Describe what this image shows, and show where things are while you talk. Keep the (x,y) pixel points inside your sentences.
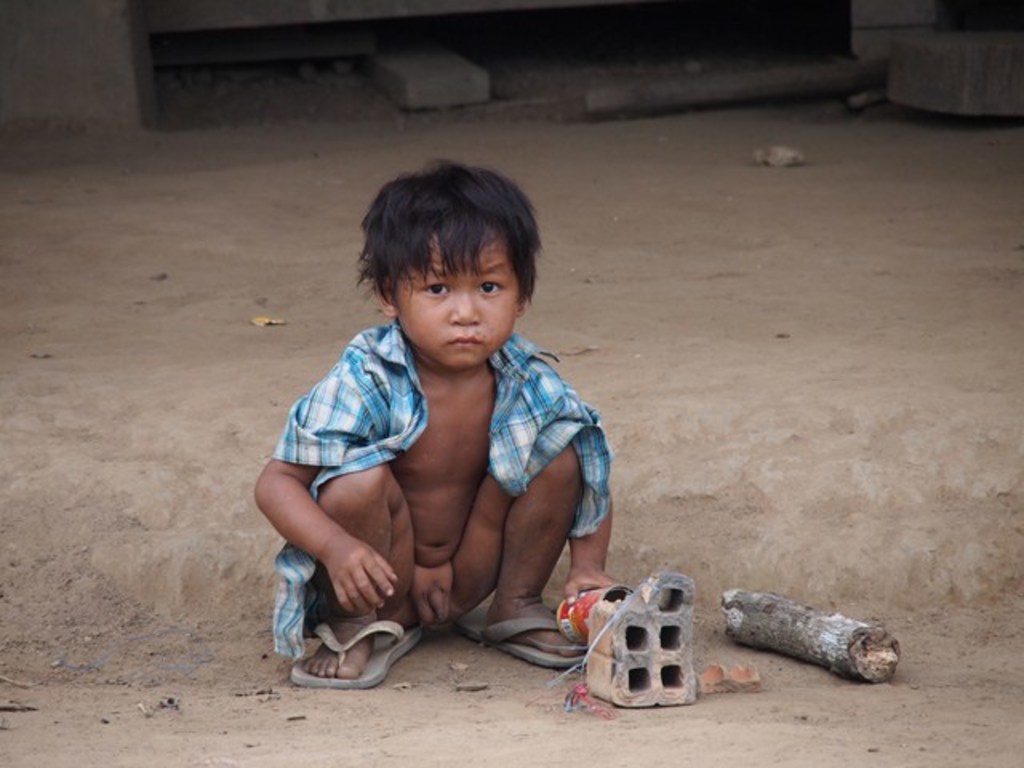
In this image there is a boy (407,396) wearing a check shirt (386,423) is in crouch position. He is holding a can (579,611). There is wood log (834,614) on the ground (820,359). In the background (588,85) there are few other things (963,86).
